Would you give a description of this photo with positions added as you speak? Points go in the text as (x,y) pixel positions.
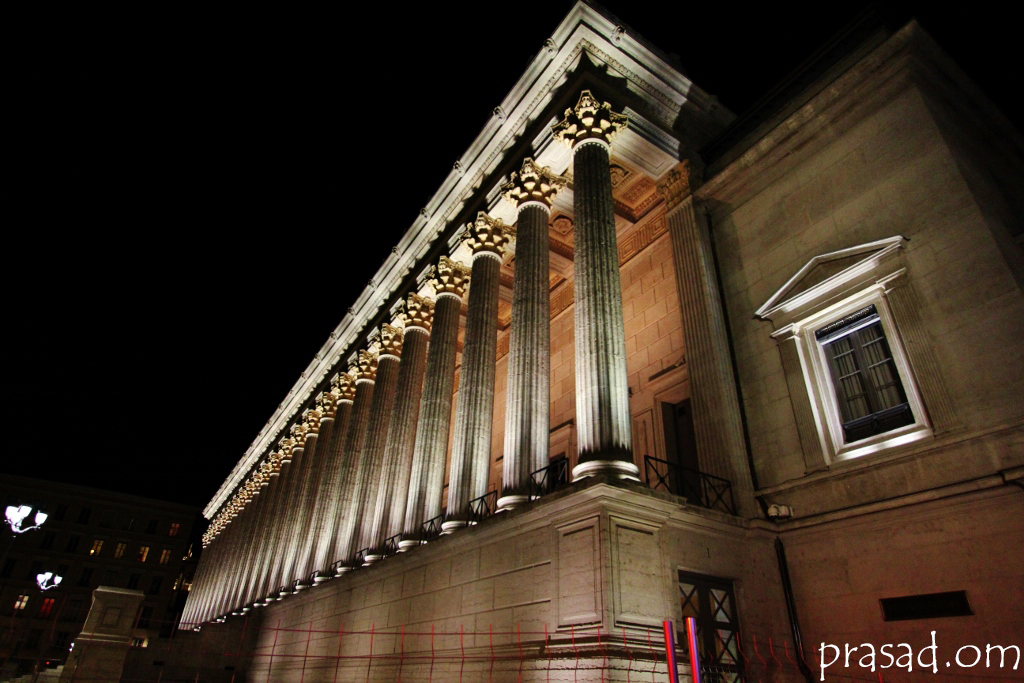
In this image, we can see buildings (330,483) and lights (52,589) and there is a fence (557,633). At the bottom (903,658), there is some text (903,658).
